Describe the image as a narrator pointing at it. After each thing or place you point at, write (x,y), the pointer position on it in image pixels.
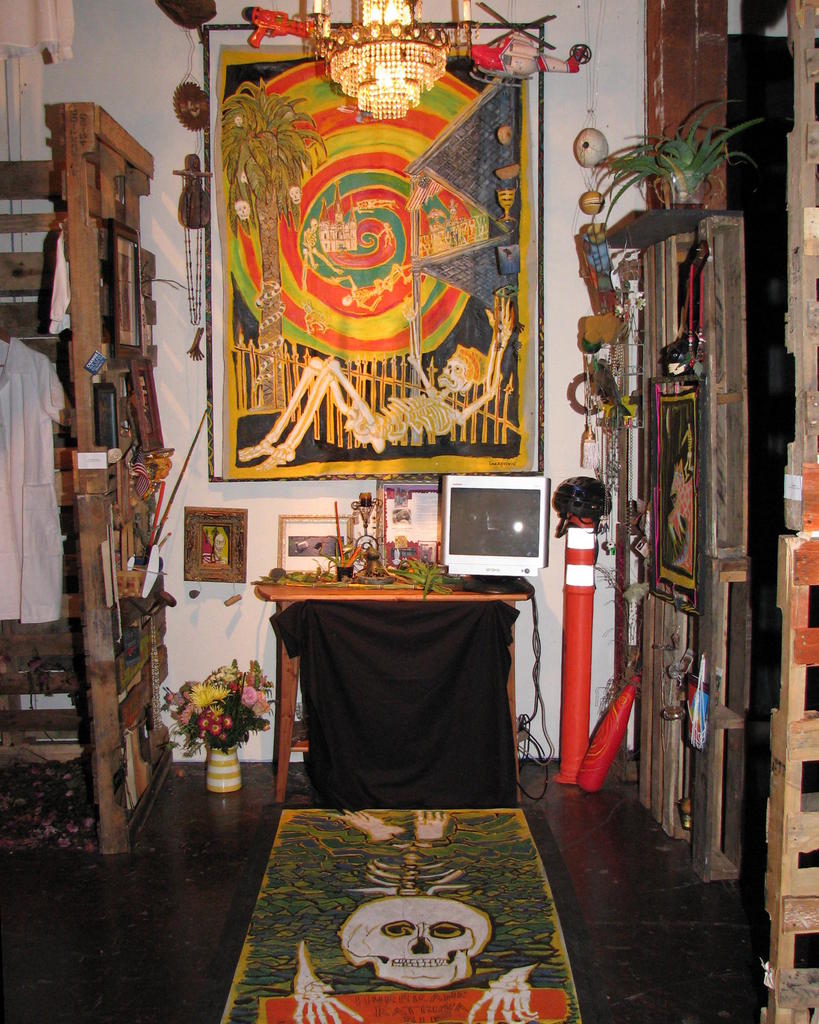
In the picture we can see inside the house (605,605), on the floor (171,771), we can see a mat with a painting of skeleton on it and a table (291,681) with black cloth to it and on the table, we can see a television (481,551) and some things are placed besides to it and besides the table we can see some racks (109,215) with some photo frames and some things (634,549) placed to it.
